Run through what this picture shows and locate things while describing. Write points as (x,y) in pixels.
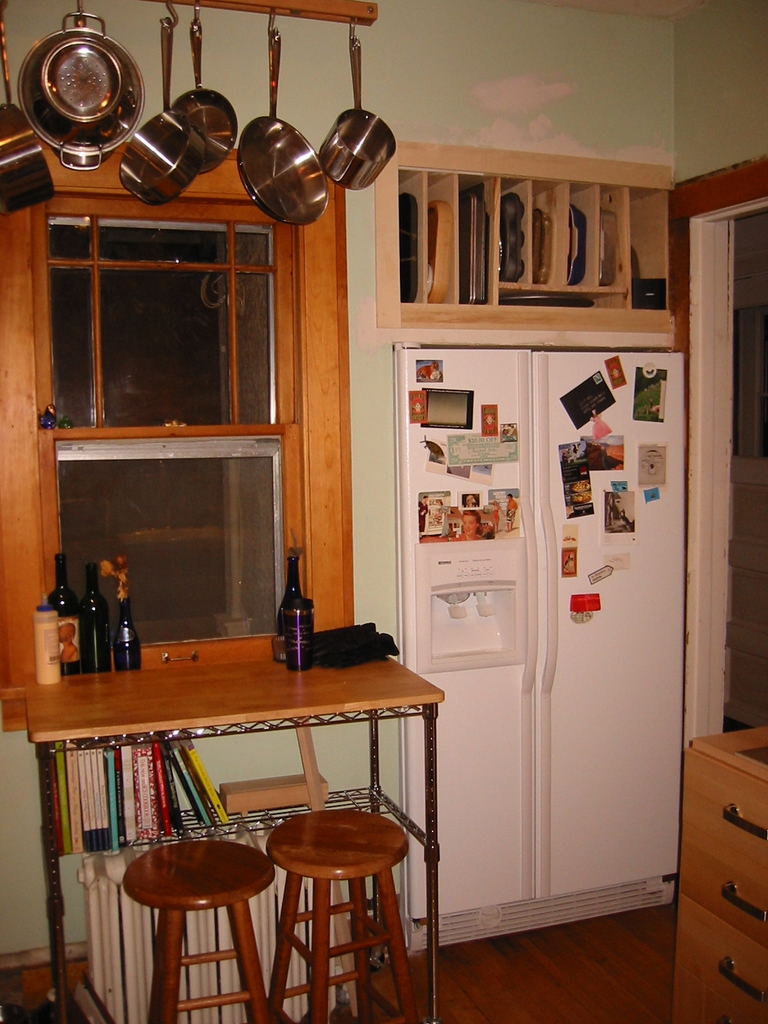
In this picture we can see a room (407,752) with table (297,708) and on table (36,742) we have bottles (124,660) beside to this table (423,840) stools (242,857), window (236,518), refrigerator (481,493) with stickers (512,442) to it and above we have vessels (273,149) hanged.
